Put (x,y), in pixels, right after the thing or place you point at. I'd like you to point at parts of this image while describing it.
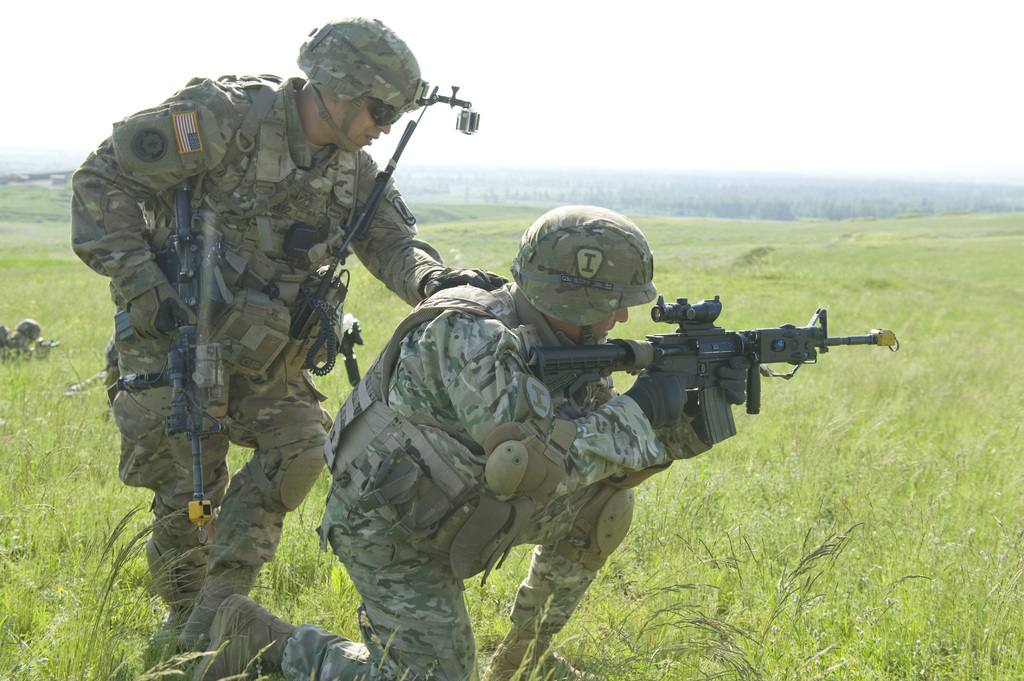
In this image, we can see a few people (271,435) in uniform (154,436). There are holding guns (634,350). The ground (26,601) is covered with grass (1015,613). In the background (868,108), we can see the sky (783,105).
